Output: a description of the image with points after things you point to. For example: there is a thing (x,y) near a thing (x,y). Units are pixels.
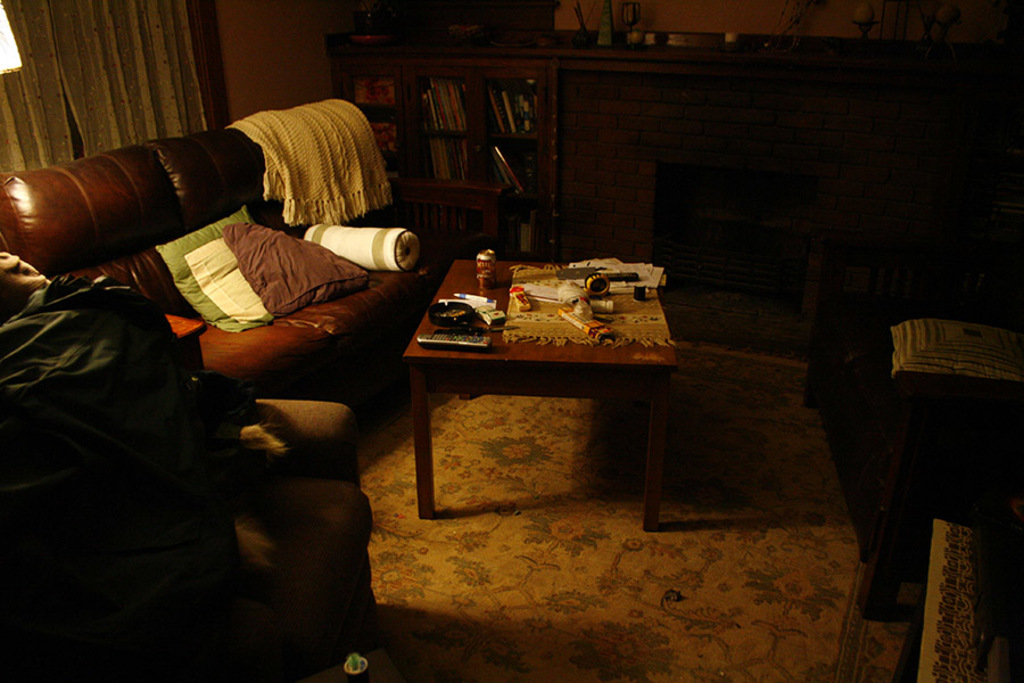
This picture shows a room (410,465) with the sofa (156,266), table (566,373) on which some accessories (521,309) were placed. Here is a pillow (957,346). In the background (517,147), there is a bookshelf (456,143) in which some books (453,122) are placed and we can see some curtains (123,72) and a wall (263,59) here.
